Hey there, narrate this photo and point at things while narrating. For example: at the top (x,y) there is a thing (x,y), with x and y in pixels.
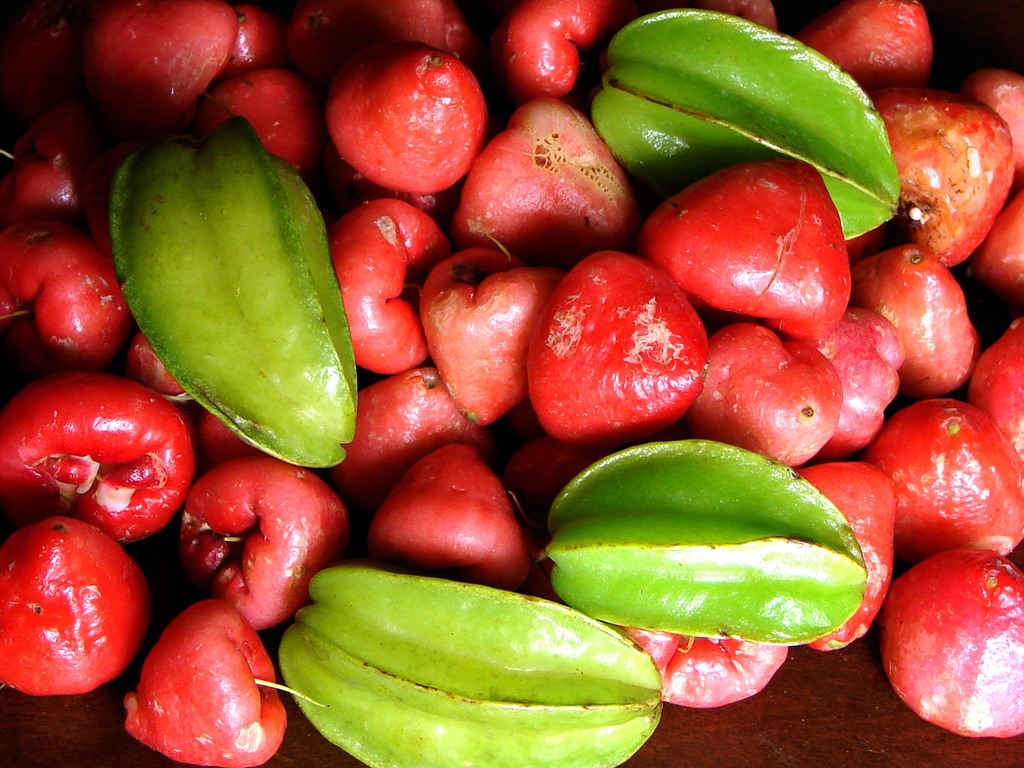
In the picture we can see some fruits (445,425) which are in red and green color.
